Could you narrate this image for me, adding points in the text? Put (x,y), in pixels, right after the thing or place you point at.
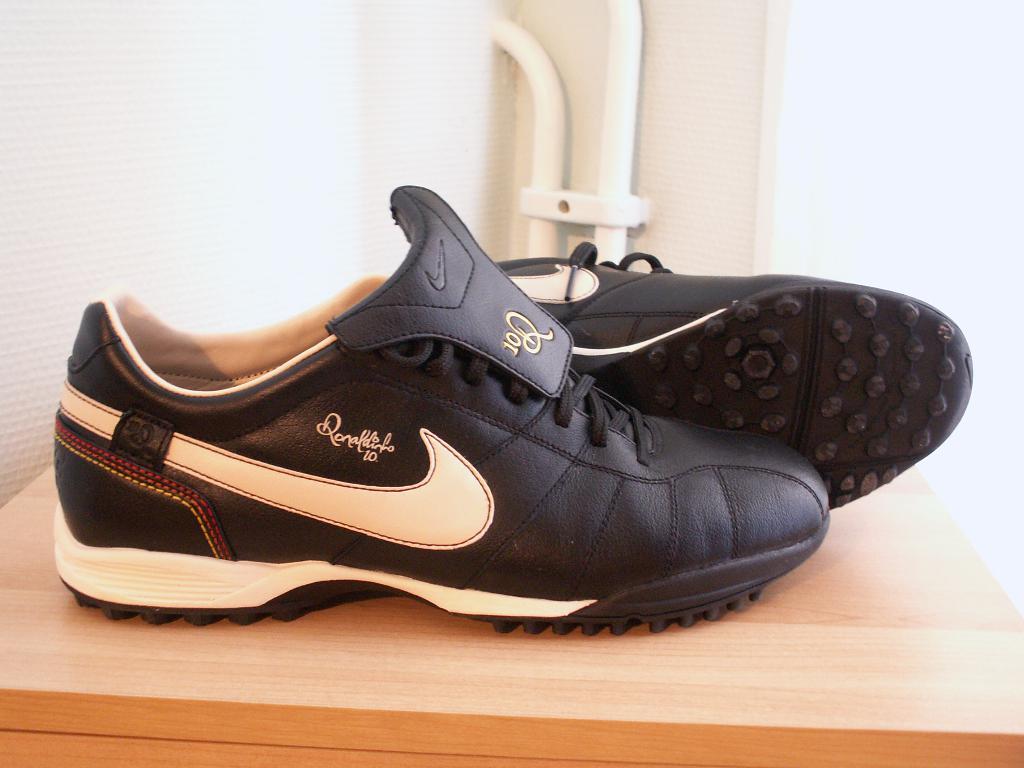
This image consists of shoes (446,514) in black color are kept on a wooden box (510,717). In the background (577,147), there is a wall (267,120).
